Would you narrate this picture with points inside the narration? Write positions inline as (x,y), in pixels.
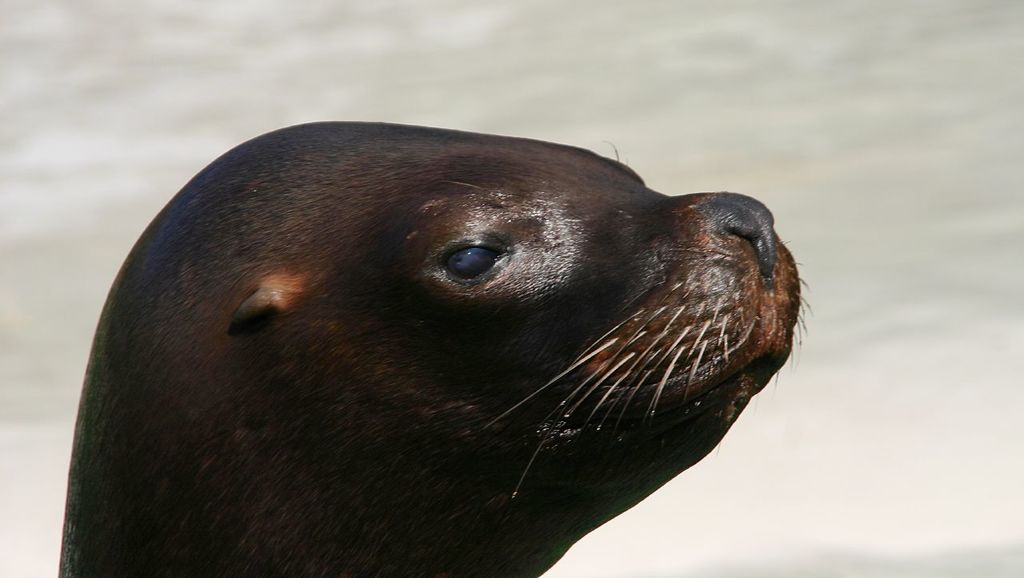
In this picture we can observe a seal (356,254) which is in brown color. In the background (292,76) there is water (544,117).
